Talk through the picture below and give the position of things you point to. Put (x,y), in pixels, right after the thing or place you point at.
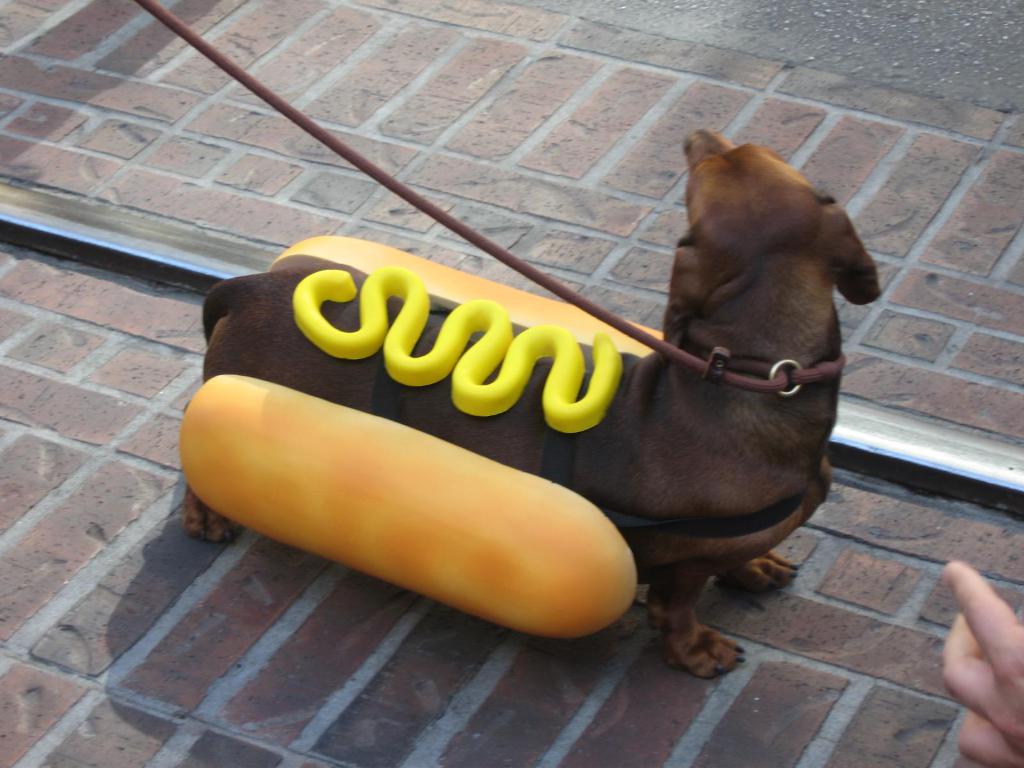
In this picture we observe a brown dog (655,405) which is dressed as hot dog (386,418) with mustard (460,328) on top of it.
